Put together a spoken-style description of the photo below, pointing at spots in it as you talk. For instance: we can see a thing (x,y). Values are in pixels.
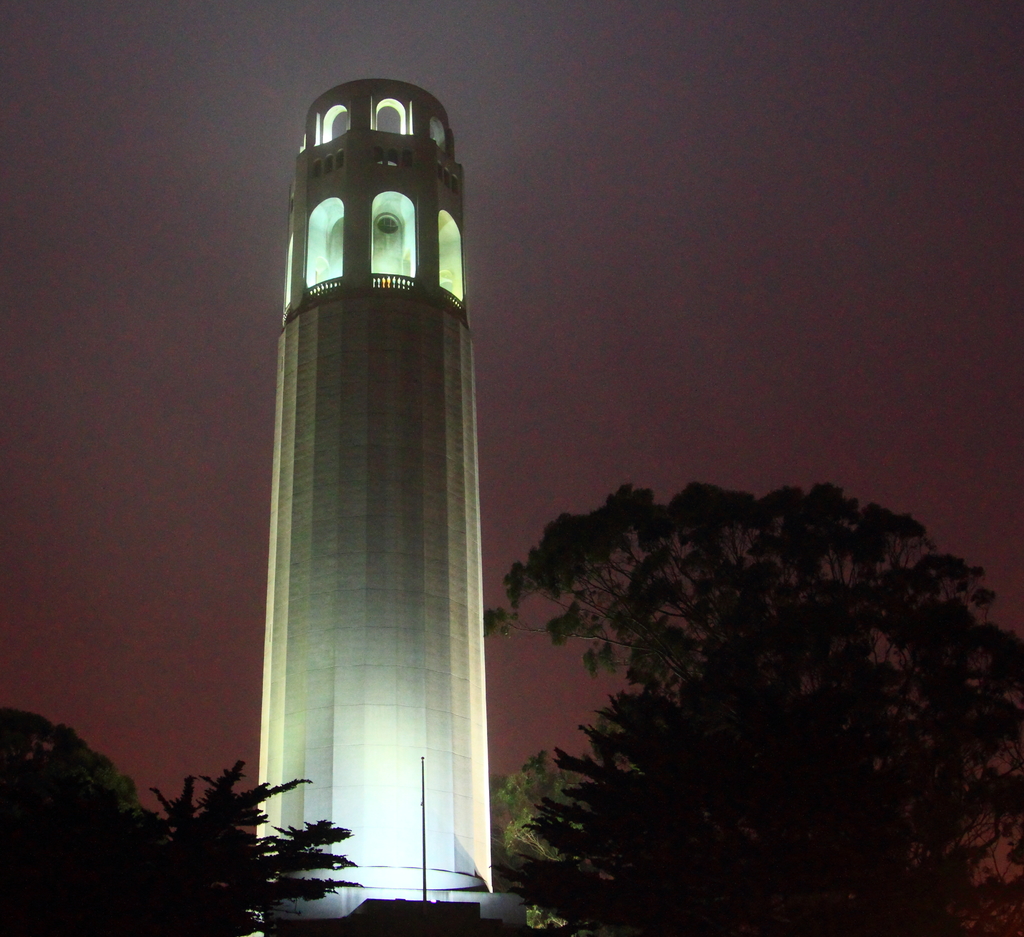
In the background (589,214) we can see the sky (86,308). In this picture we can see the trees (69,862) and a pole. This picture is mainly highlighted with a lighthouse (426,871).
